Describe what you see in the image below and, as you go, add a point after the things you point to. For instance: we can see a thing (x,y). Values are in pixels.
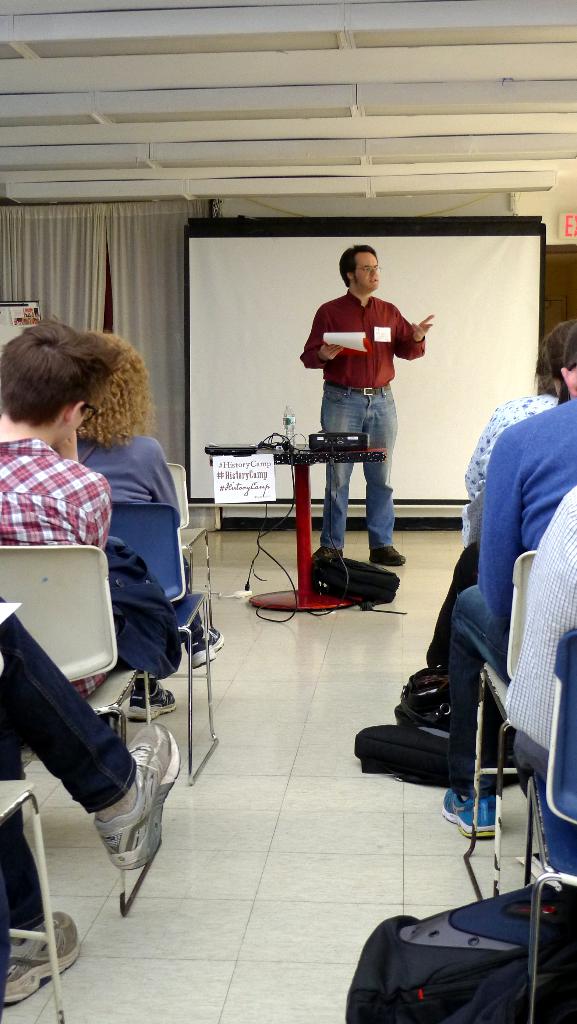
On either side of the picture, we see people (505,621) are sitting on the chairs (548,877). In the right bottom (415,1018), we see a bag (490,934). At the bottom (307,943), we see the floor (312,869). In the middle of the picture (325,459), we see a table (310,458) on which the projector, cables (280,437) and a water bottle (290,435) are placed. We see a white board (249,490) with some text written on it. We see a black bag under the table (300,482). Behind that, we see a man (353,278) is standing. He is holding the papers (345,339) and he is explaining something. Behind him, we see the projector screen (456,371). In the background (86,315), we see a wall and the white curtains (121,256). At the top (163,108), we see the ceiling (279,119) of the room (305,118).
